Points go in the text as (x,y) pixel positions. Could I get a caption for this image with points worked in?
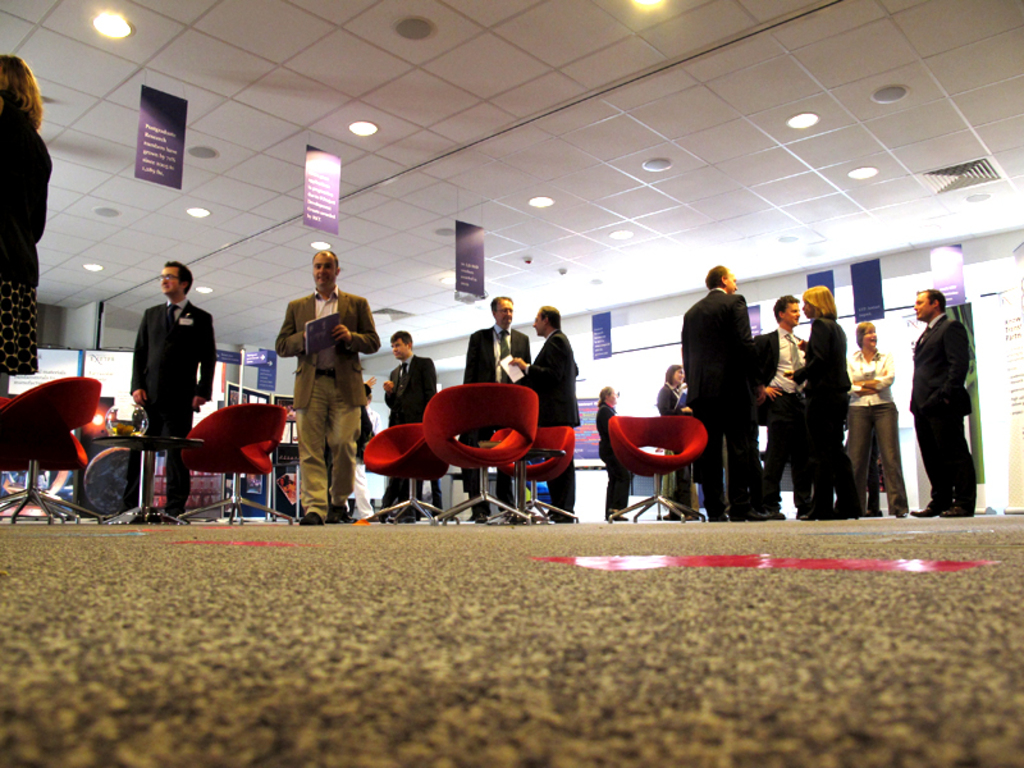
In this image we can see persons (951,369) standing on the floor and holding papers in their hands (856,381). At the top of the image (179,173) we can see electric lights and advertisements (156,118) to the roof (288,89). At the bottom of the image (398,529) we can see chairs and floor (525,641).
